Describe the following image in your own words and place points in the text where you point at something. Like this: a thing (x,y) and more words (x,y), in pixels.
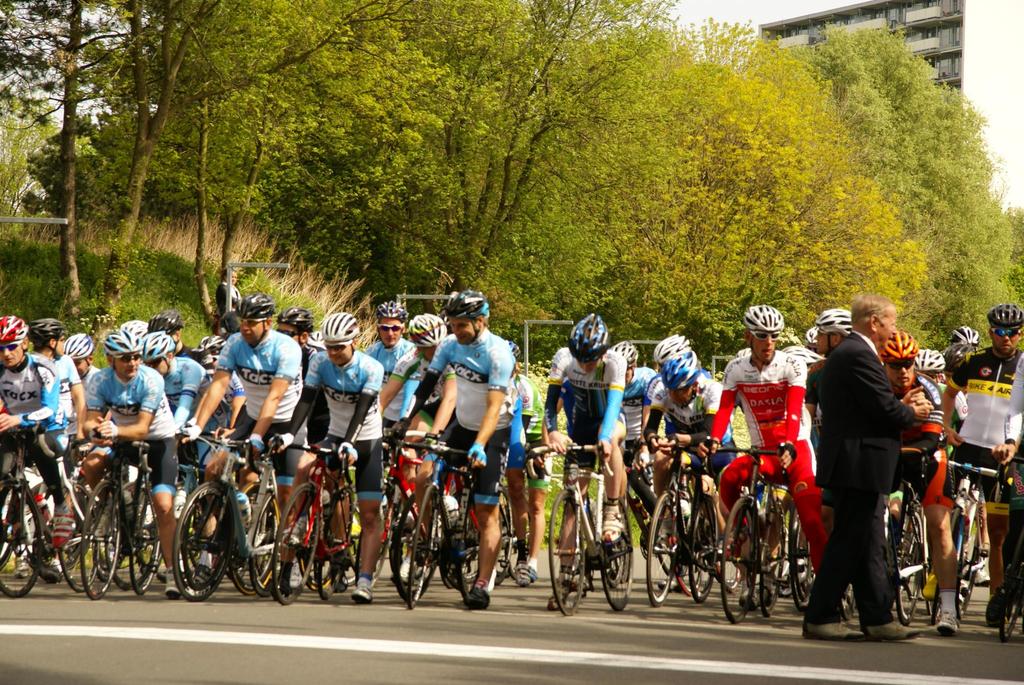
In this image we can see a group of persons (757,428) sitting on bicycles (959,518). On the right (859,574), we can see a person (862,515) walking. Behind the persons (624,390) we can see a plant (530,331), trees (519,140) and the grass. On the top right (903,25), we can see a building (919,14) and the sky (694,18).
